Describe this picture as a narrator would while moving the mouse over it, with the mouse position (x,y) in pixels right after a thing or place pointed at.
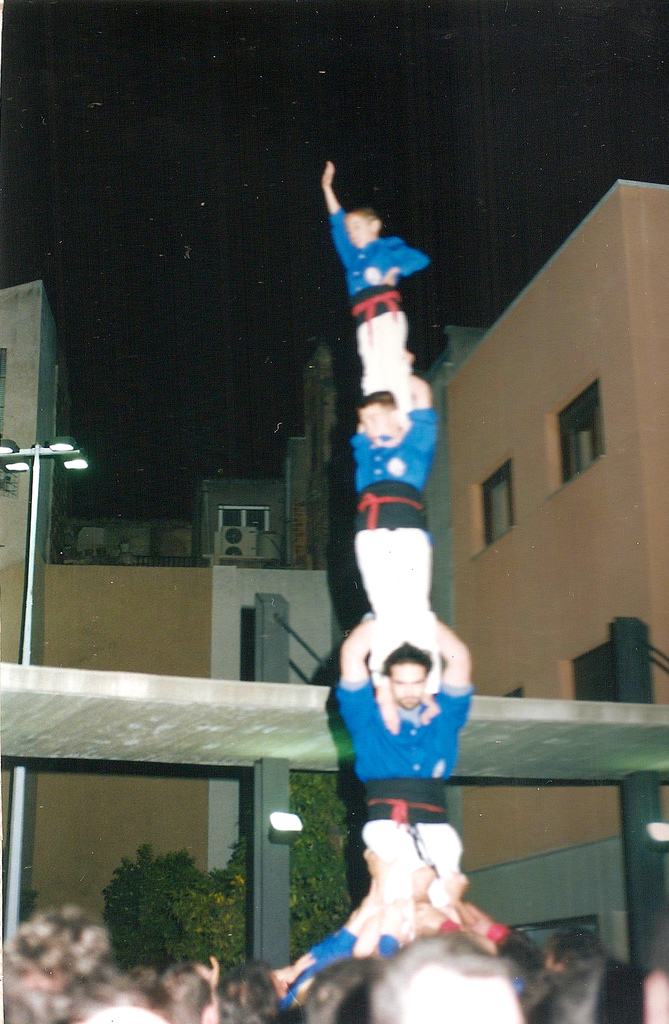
In this picture there are people (143,1019) and we can see lights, plants (106,921) and buildings (99,917). In the background of the image (347,165) it is dark.
